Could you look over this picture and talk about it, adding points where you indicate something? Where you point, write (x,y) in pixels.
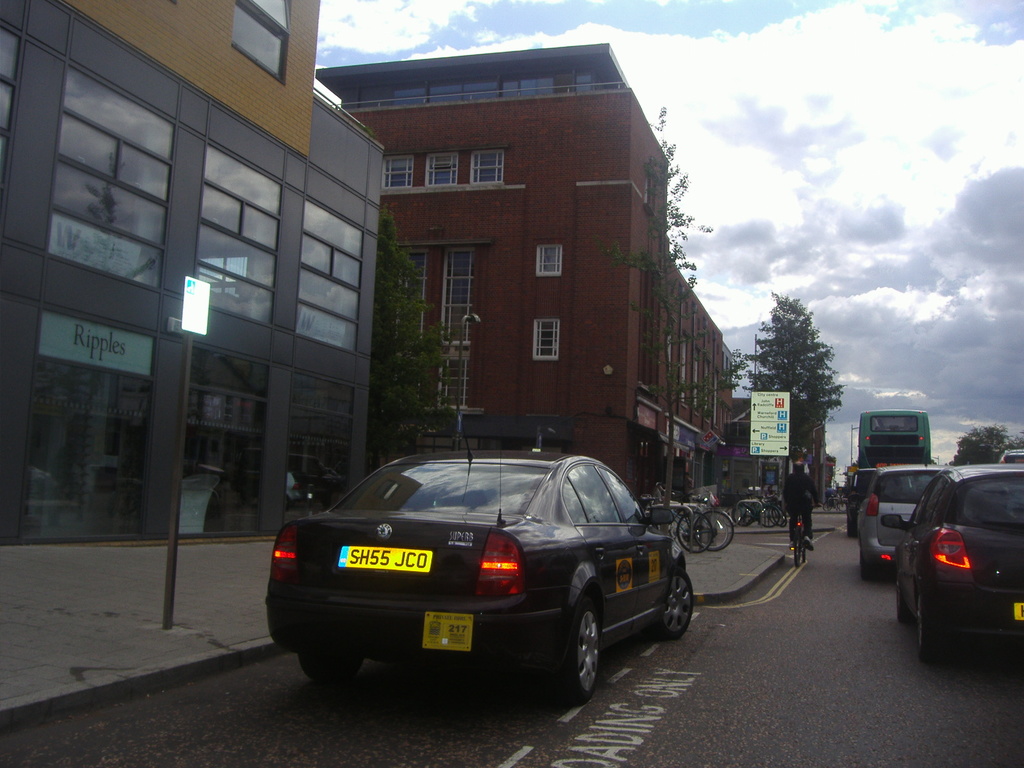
This picture is clicked outside the city. In front of the picture, we see the vehicles (936,593) are moving on the road (773,699). Beside that, we see the man (797,485) is riding the bicycle (801,534). Beside him, we see the bicycles (715,509). In the middle of the picture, we see a board (752,423) in white color with some text (767,394) written on it. Beside that, we see a pole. There are trees (792,418) and buildings (745,430) in the background (789,381). On the left side (209,325), we see the buildings (366,387) and trees (396,396). At the top (592,26), we see the sky (684,57) and the clouds (863,216).
